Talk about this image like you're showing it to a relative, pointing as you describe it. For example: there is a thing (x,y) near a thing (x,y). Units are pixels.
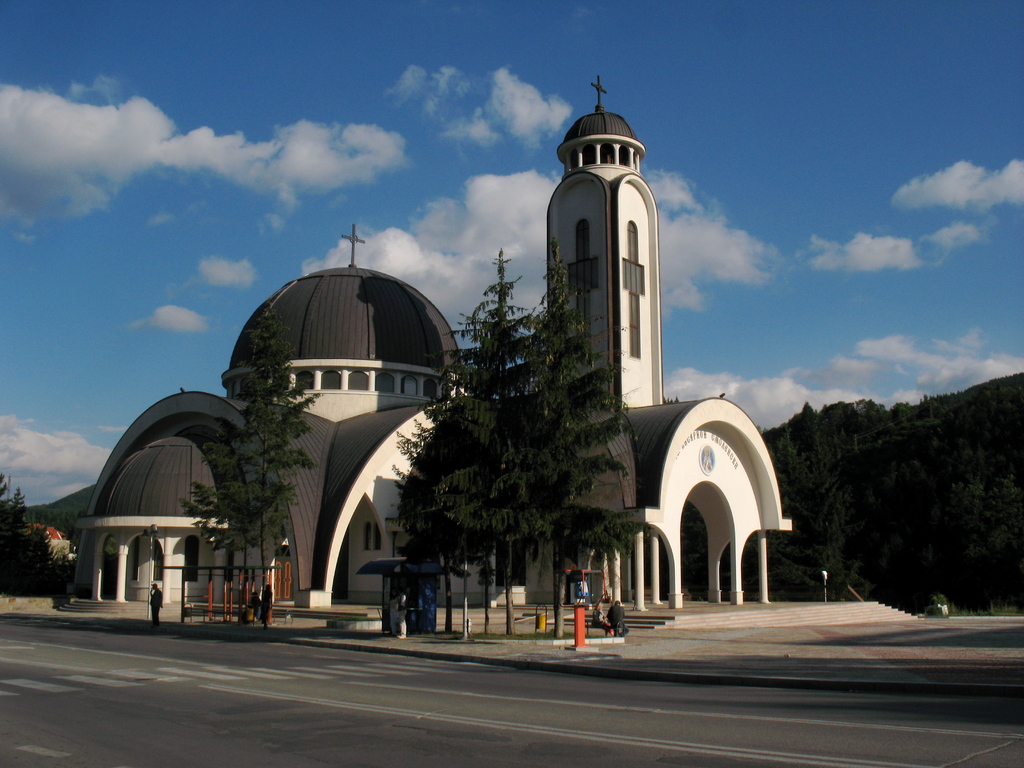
In this image we can see a building (379,394). In front of the building (337,486) we can see trees (443,559), poles (464,614), persons (617,617) and a booth (426,621). There are two persons (604,627) sitting on a bench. Behind the building (313,493) we can see a group of trees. At the top (403,138) we can see the sky (63,387).
